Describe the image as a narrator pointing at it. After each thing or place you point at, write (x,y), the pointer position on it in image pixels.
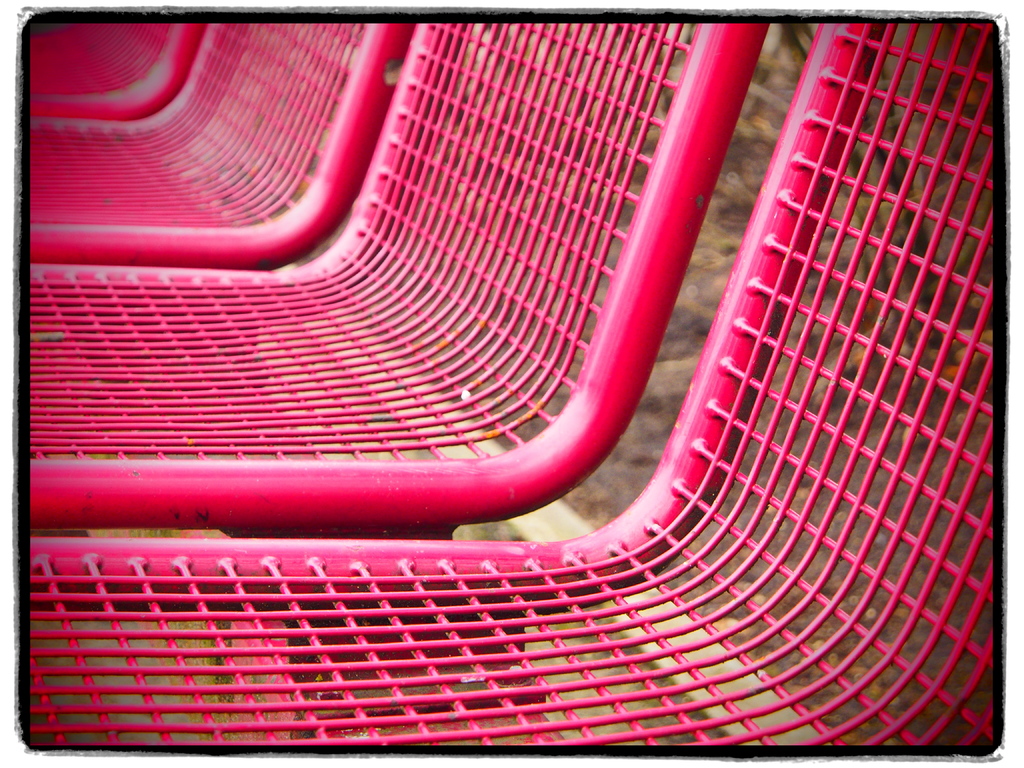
This image consists of chairs (107,173) made up of metal (489,434). The chairs (305,29) are in pink color. At the bottom (809,645), there is ground (103,664).
